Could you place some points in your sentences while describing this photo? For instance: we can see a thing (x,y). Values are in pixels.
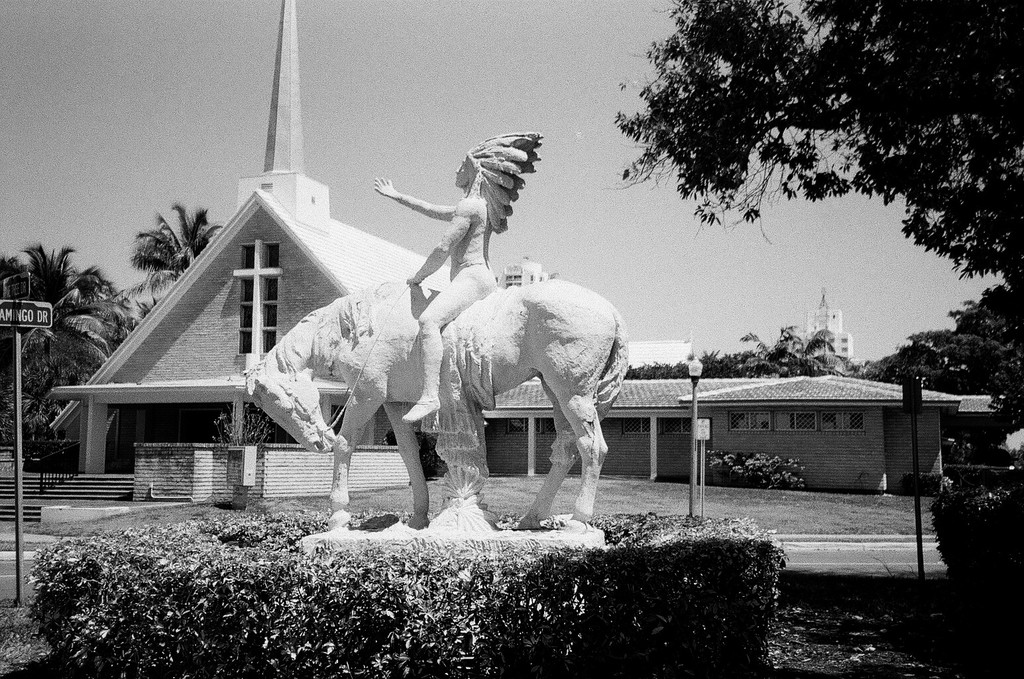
There is a statue (452,277) on the horse (357,363) which is in between the plants (697,565) and beside the picture there is a building (178,346) which has a cross sign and there are some poles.
